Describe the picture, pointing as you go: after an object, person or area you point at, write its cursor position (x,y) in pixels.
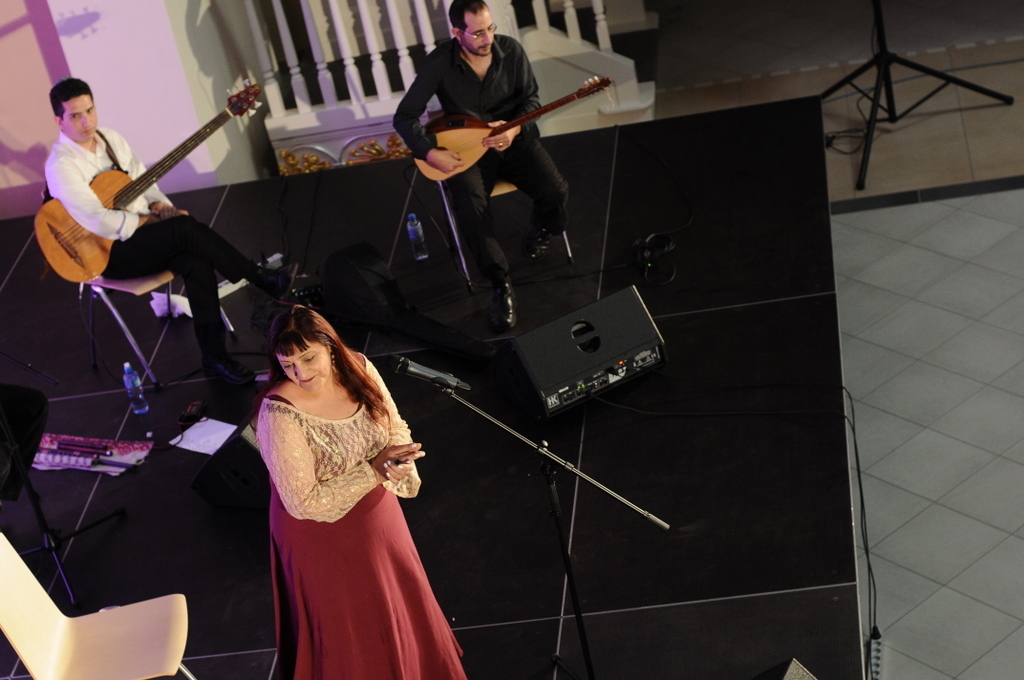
In this picture there is a woman (310,553) standing on stage (133,596). There is a chair (125,638), bottle (130,391), device (558,407), paper (210,444) on the floor (264,546). There is a man (529,166) sitting on the chair (509,191) and playing guitar (472,159). There is also another man (151,198) holding a guitar (122,210) and sitting on a chair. There is a stand (887,57) on to the top right (881,76).
